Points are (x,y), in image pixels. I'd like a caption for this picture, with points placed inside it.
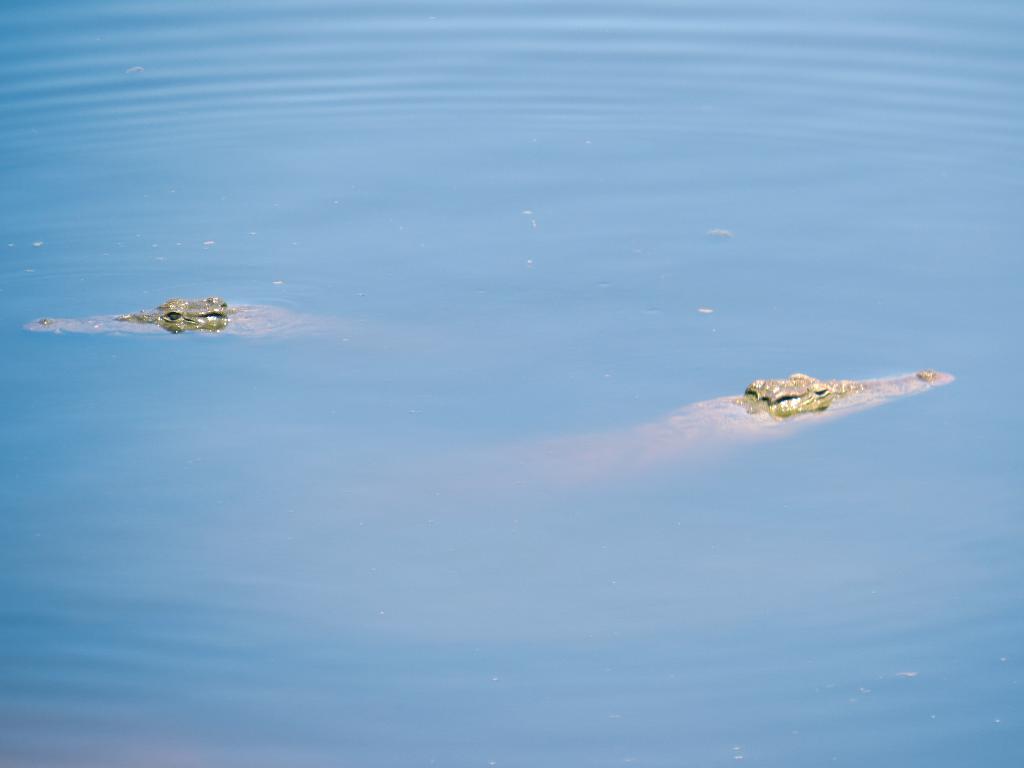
In the picture I can see two crocodiles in the water (426,466).
